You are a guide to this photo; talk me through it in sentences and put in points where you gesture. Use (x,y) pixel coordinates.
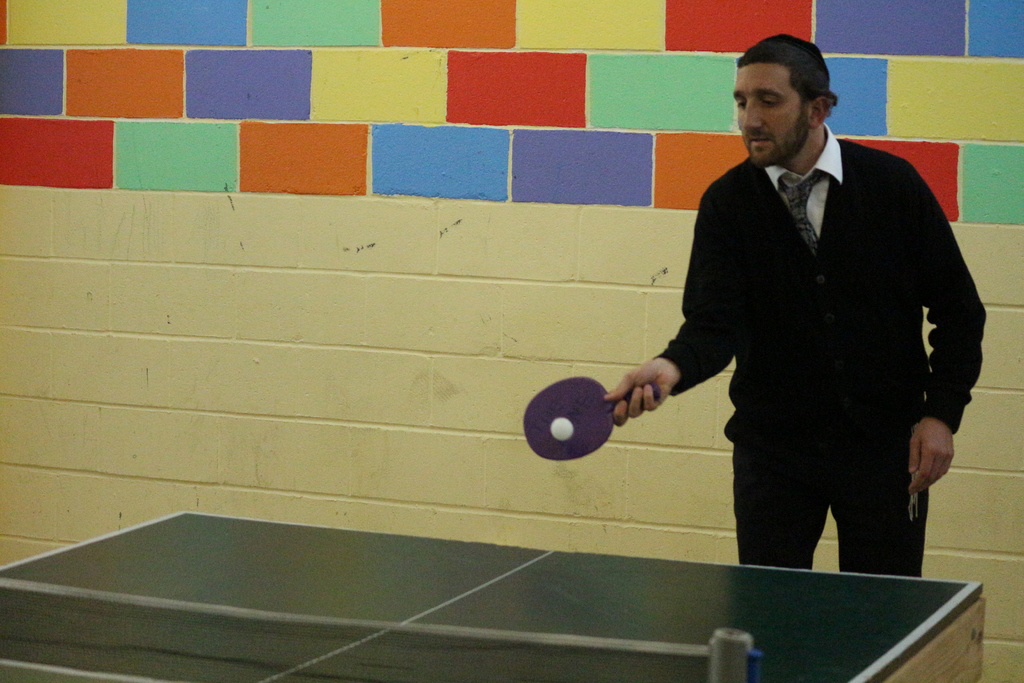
In this picture there is a man (864,229) who is wearing shirt (826,154), tie (790,206) and trouser (894,549). He is playing table tennis. He is holding a bat (601,431), beside that there is a ball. At the bottom (496,613) we can see the table tennis pitch (360,611). He is standing near to the wall (372,264).
